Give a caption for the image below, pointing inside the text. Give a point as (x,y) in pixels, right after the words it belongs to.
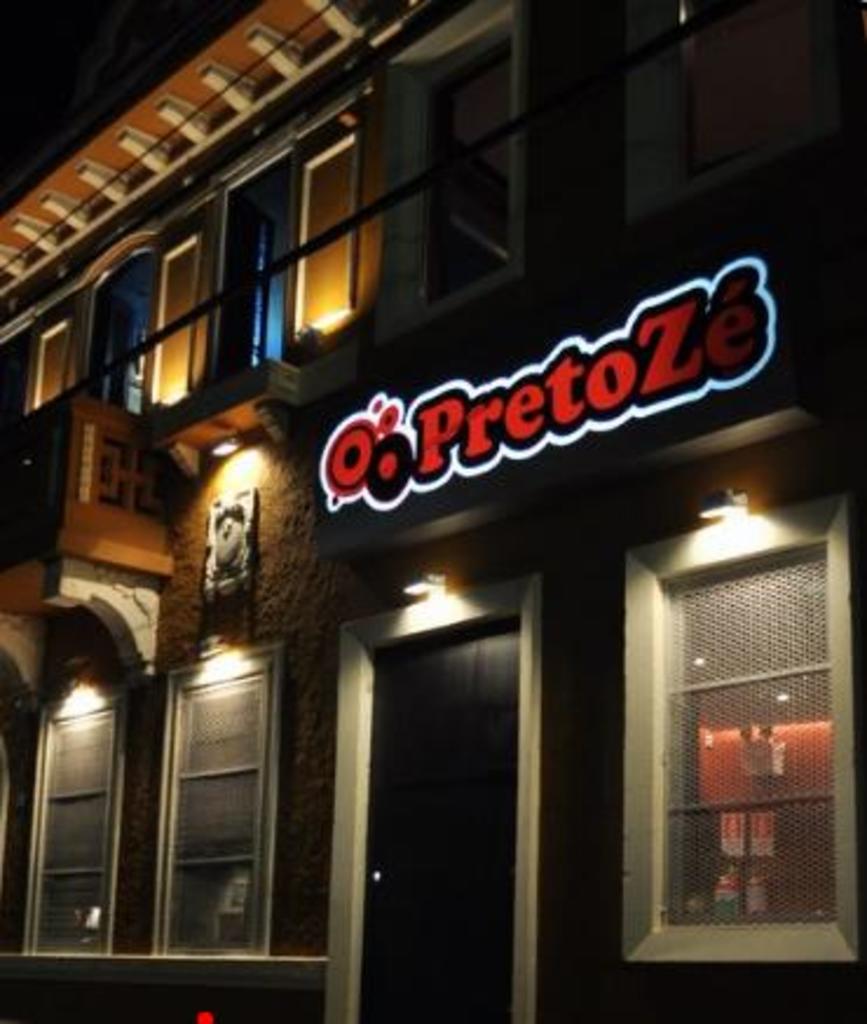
In this picture we can see building (227,371), windows (838,855), meshes (248,830), lights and board (542,405) on the wall (282,421).
